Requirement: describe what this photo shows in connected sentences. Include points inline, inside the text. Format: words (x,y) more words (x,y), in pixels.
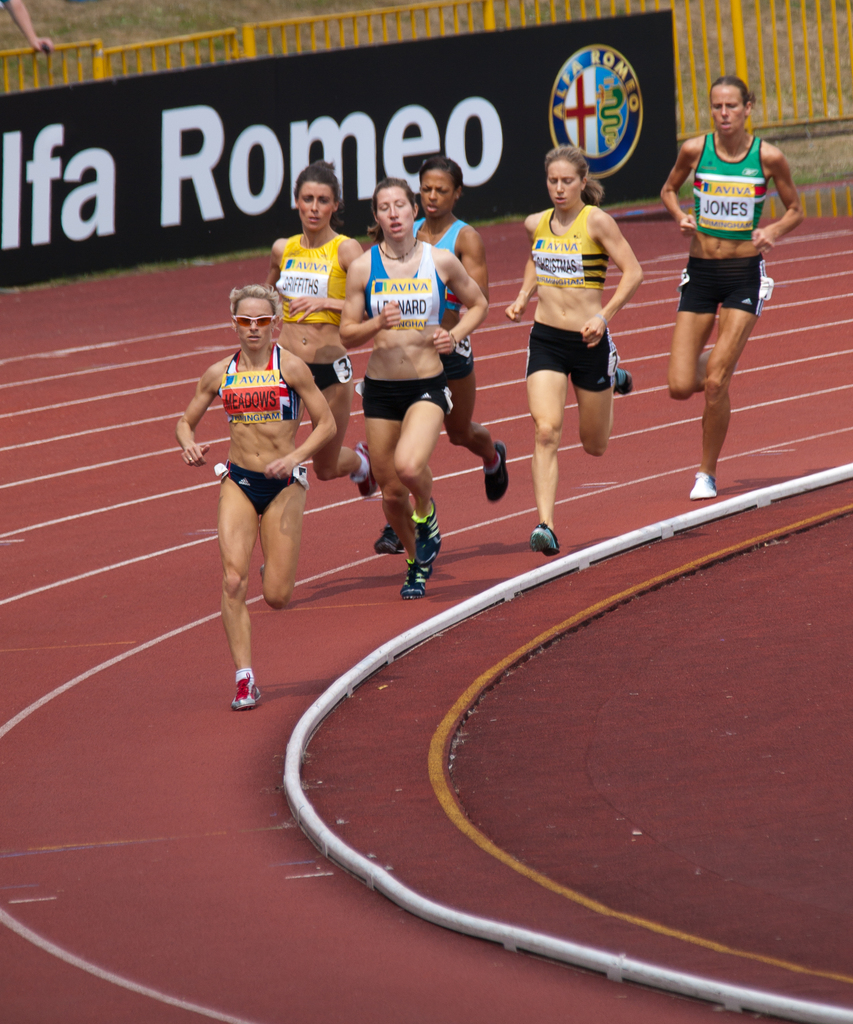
In this picture I can see in the middle (297,375) a group of girls (414,283) are running, at the top (336,231) there is a board (375,143) and it looks like an iron railing (20,83).
